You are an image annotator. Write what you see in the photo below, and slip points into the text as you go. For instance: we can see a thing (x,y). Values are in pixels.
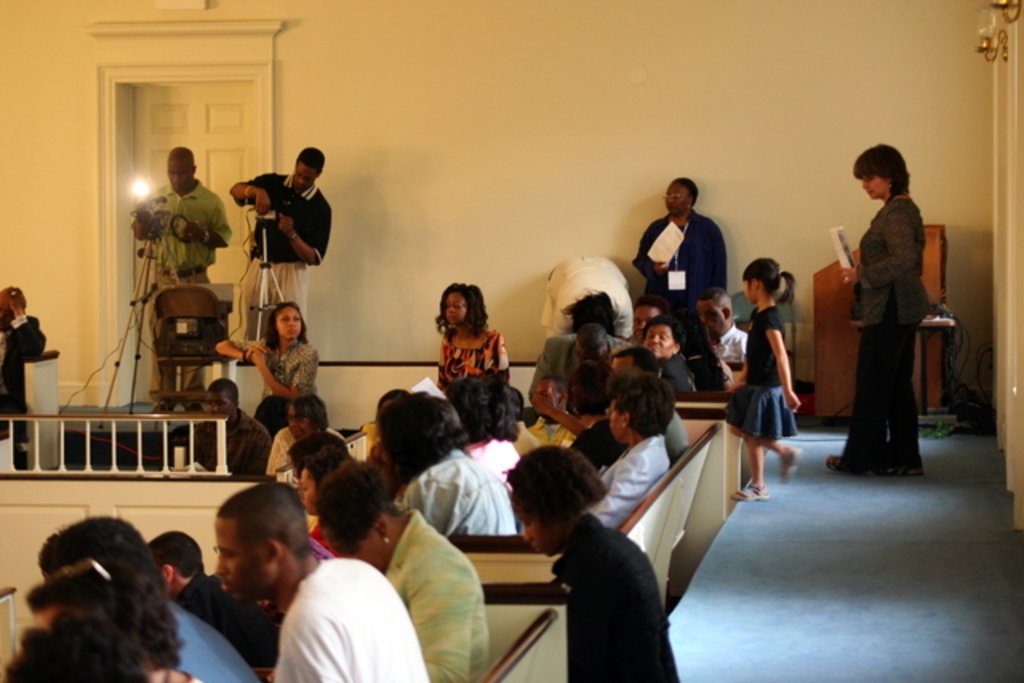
In this image there are a few people (574,393) sitting on benches (473,544), in the background (235,294) there are a few people (868,286) standing and there are two stands (266,290), on that there are cameras (149,218) and a light (136,197) and there is a wall (944,161), for that wall (439,127) there is a door (210,124), on the right (816,385) there is a podium (817,403) and a path (929,559).
